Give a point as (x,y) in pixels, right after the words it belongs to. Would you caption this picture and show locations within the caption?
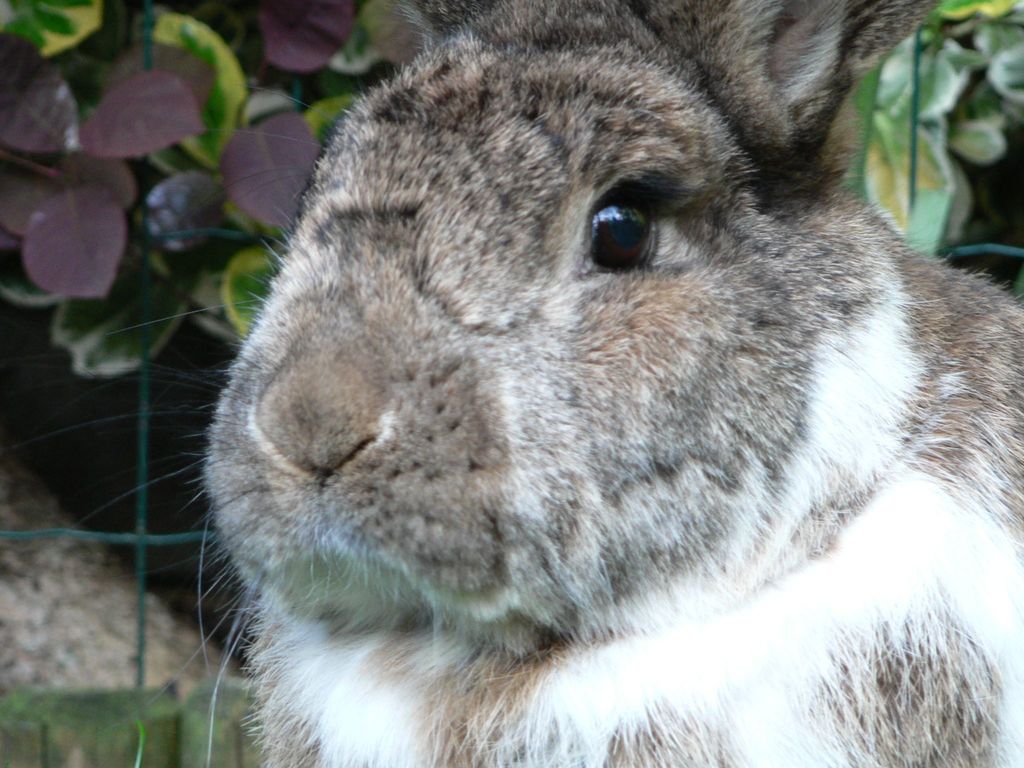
In the center of the image (463,437), we can see a rabbit (610,250) and in the background (183,189), there are leaves (903,121) and a mesh (90,532).
